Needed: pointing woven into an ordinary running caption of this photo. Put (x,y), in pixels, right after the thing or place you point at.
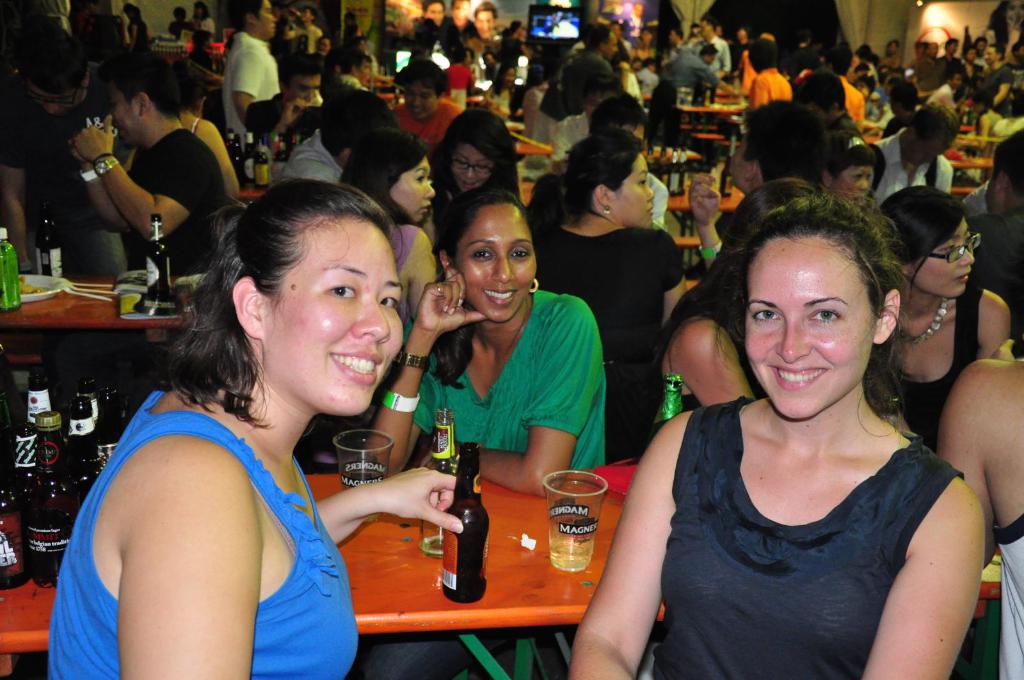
In this picture so many people (656,339) are sitting on the chair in front of them there is a table (400,550) on the table (433,589) we can see beer Bottles (466,523) And glasses (568,521) filled with a liquid (576,543) back side we can see the screen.
